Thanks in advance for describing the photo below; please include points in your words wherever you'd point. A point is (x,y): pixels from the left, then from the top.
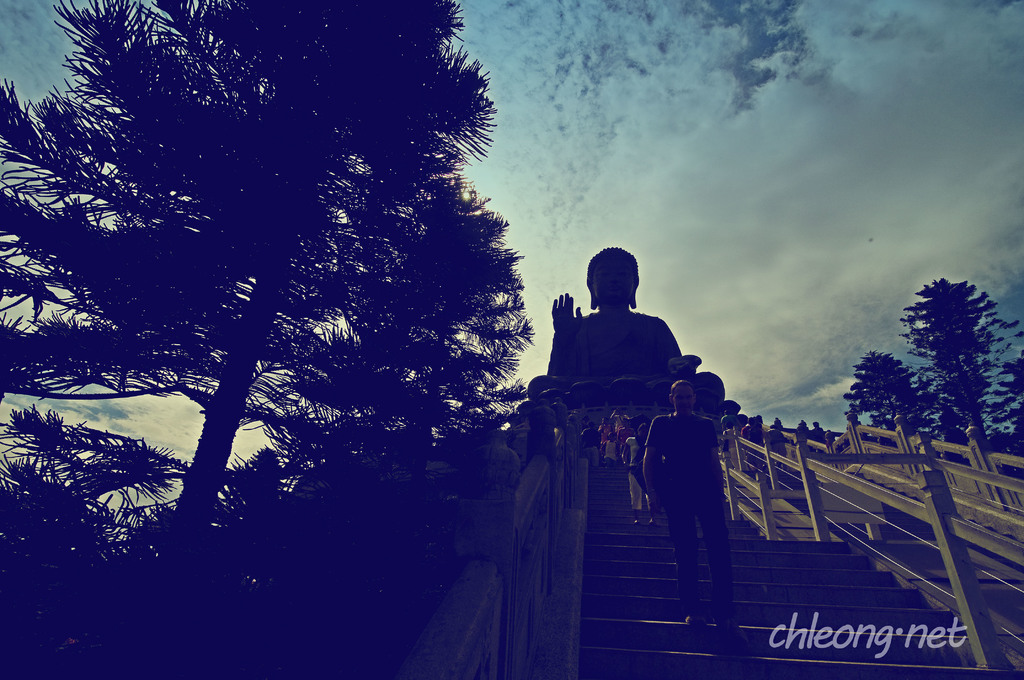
In the image there is a big sculpture (616,279) and in front of the sculpture (616,294) there are many steps (672,660), some people (644,423) were getting down through the steps (795,654) and there are many trees (267,403) around the sculpture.
